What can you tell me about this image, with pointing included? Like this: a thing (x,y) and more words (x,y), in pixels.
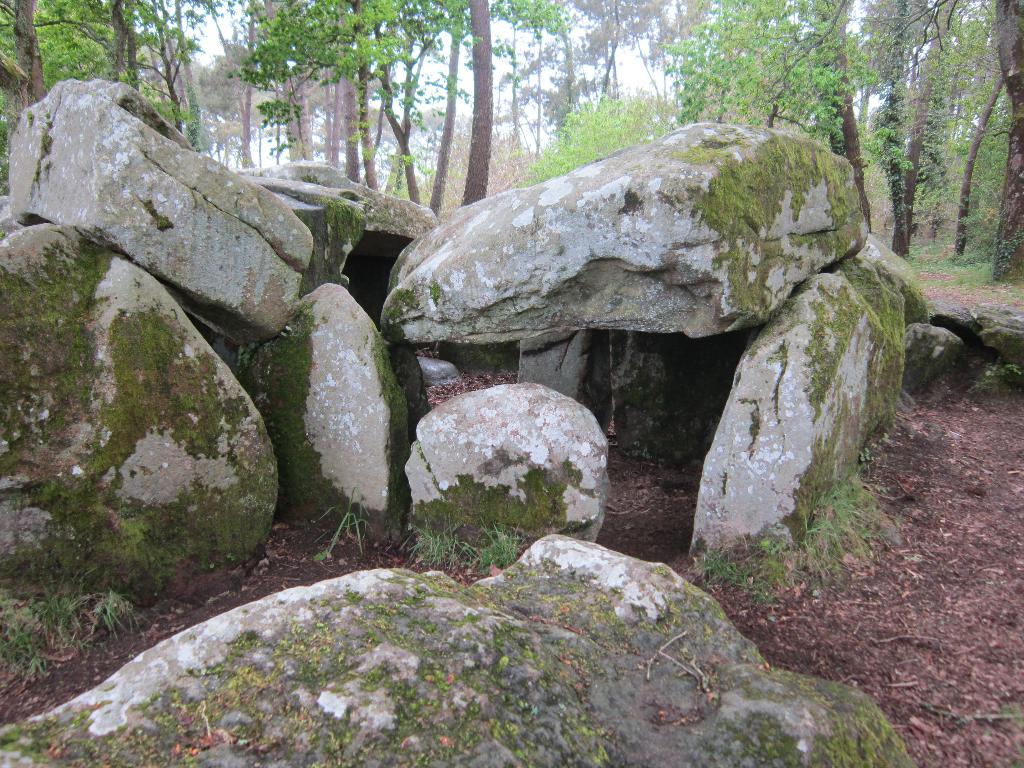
As we can see in the image, there are lot of rocks (498,300) in the front (335,344) and in the background (532,152) there are lot of trees (570,54).
